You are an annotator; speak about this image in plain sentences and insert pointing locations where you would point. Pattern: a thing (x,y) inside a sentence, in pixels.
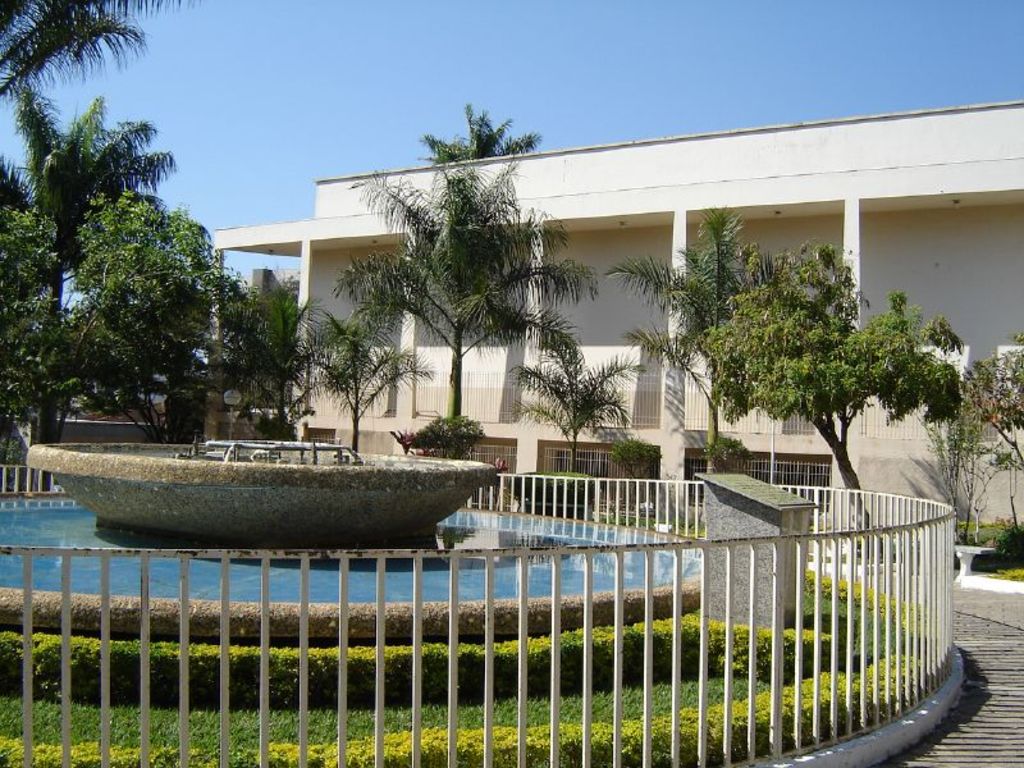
Here in this picture in the front (346,588) we can see a pond (275,583), which is filled with water (77,575) over there and it is covered with a railing (187,583) all around there and we can see that some part of ground (204,722) is covered with grass (578,721) and bushes (629,672) over there and in the middle (351,483) we can see a bowl like structure (250,477) with pipes (231,449) in the middle (464,473) present over there and behind that we can see a house (443,392) present and we can also see plants (574,403) and trees (163,338) present all over there and we can see the sky (223,42) is clear over there.
